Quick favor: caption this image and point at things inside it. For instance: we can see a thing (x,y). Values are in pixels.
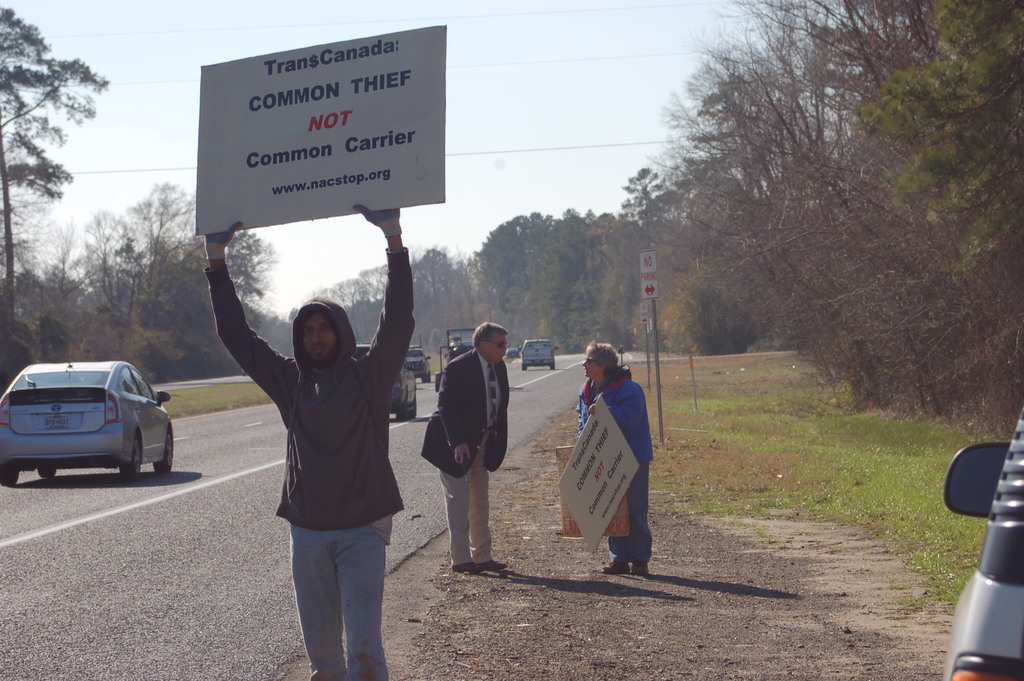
In this image I can see few people (309,345) are standing. I can see two of them are holding boards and on these boards (599,512) I can see something is written. I can also see shadows (650,591), grass (743,454), number of trees (552,296), wires (480,67), the sky (486,134), road (76,607) and few vehicles (2,469) on it. I can also see few sign boards (641,291) in background (650,266).
